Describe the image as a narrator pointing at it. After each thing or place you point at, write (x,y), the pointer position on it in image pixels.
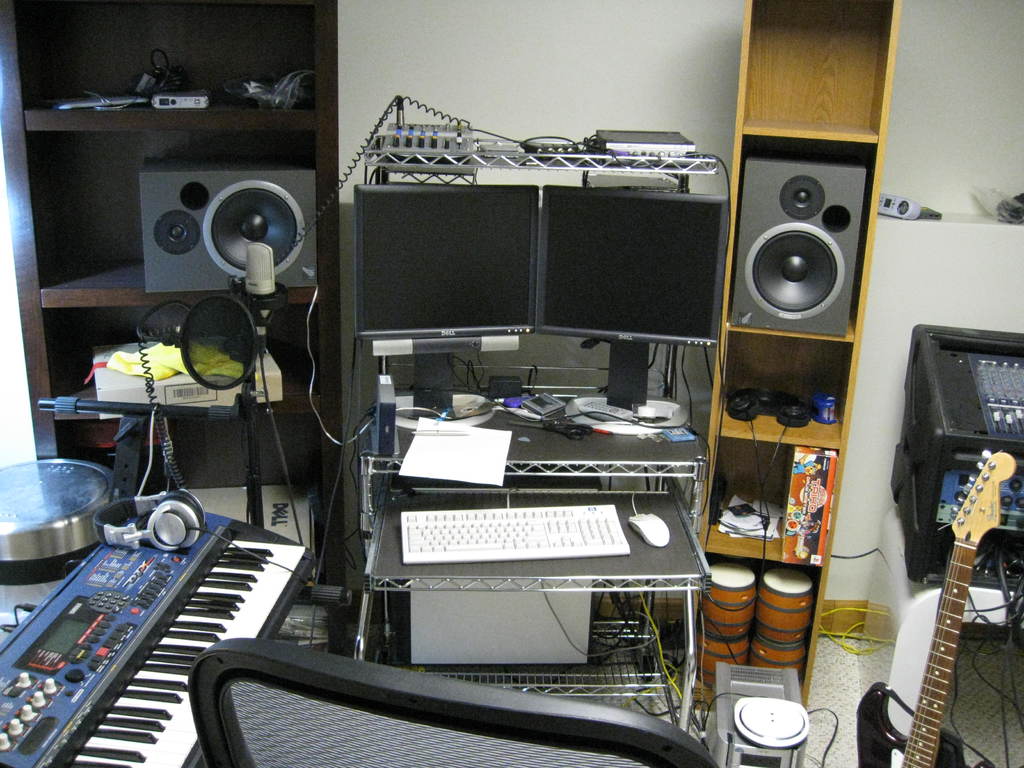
In this picture there is a inside view of the room (531,285). In the front (544,285) there are two computer screens (540,299) on the table (360,622) with white keyboard (536,538) and mouse (651,531). Behind there is a wooden box (799,356) with black speakers (169,288). On the left side (151,569) there is a piano (173,566) and headphone (153,515) and in the front (385,728) bottom side there is a black chair (458,731).
